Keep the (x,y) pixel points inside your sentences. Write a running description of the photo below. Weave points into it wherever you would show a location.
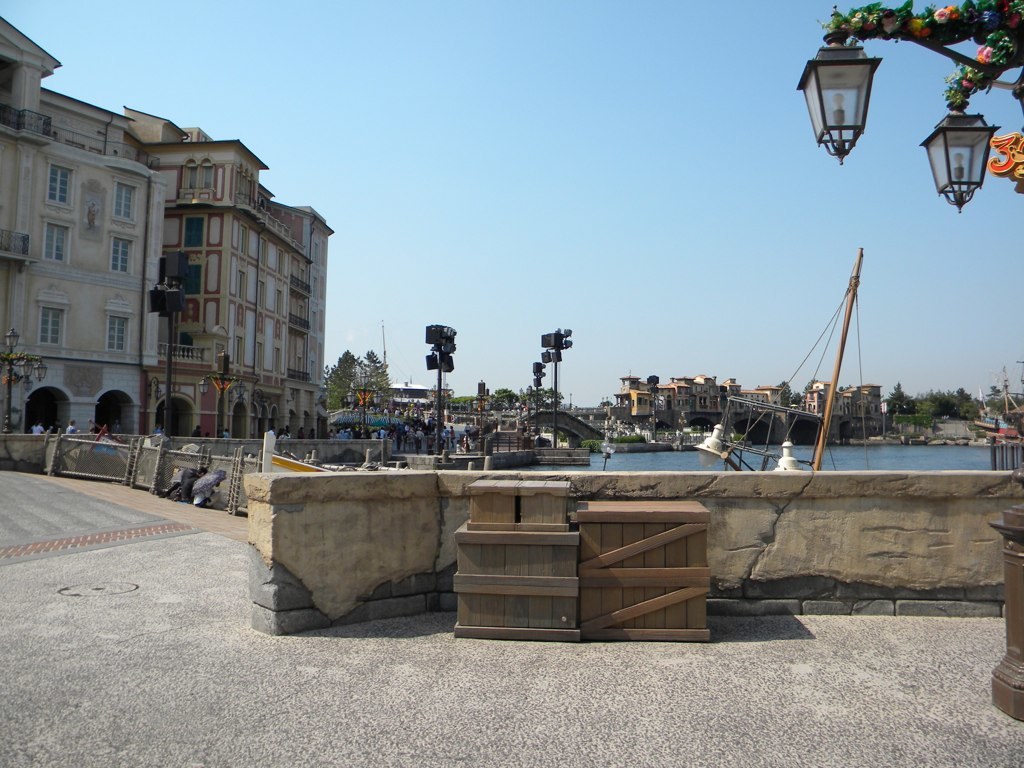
In this image in the front (1008,596) on the right side (852,91) there are light lamps (839,79) and there are flowers (1018,23), there is a wooden object (1020,579). In the center (388,511) there are wooden boxes (552,548), there is a wall (302,520), there is a fence (133,465) and there are light poles (367,418). In the background (229,316) there are buildings (158,236), there is water (927,456), there are trees (899,396) and at the top (486,202) there is sky (654,196).
